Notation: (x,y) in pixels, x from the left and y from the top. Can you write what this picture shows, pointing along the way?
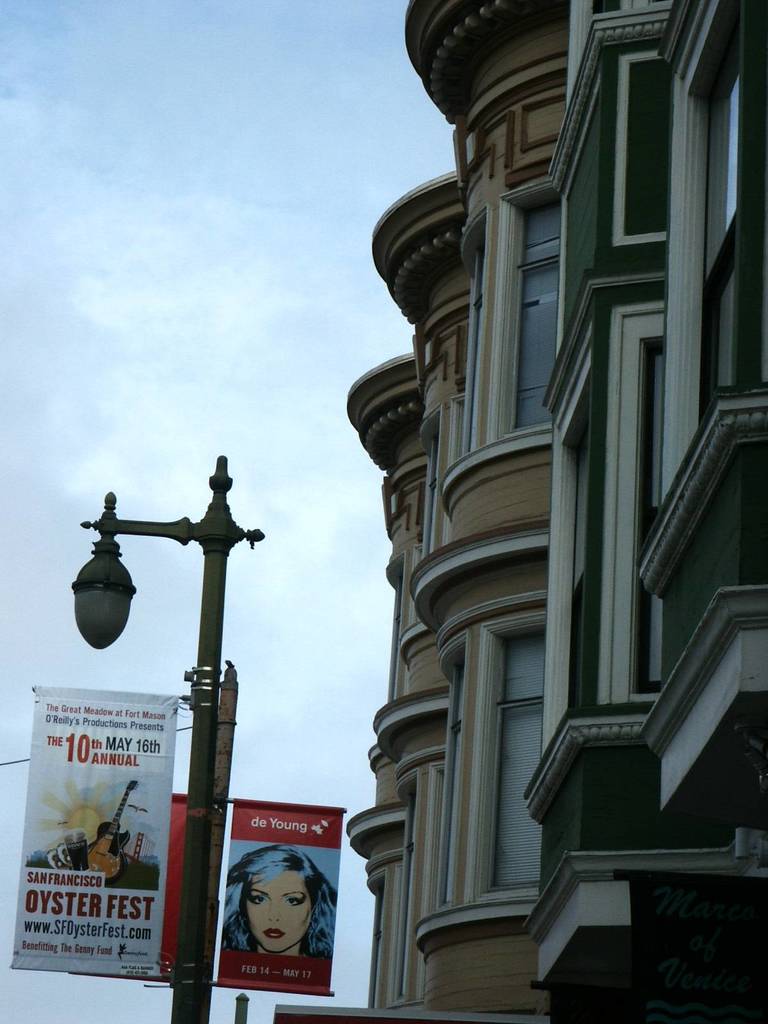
In this picture I can see a building (575,498) and a pole lights (221,511) with couple of advertisement boards (170,779) and I can see text (145,903) and pictures (125,877) on the boards (81,878) and I can see a blue cloudy sky (193,359).
